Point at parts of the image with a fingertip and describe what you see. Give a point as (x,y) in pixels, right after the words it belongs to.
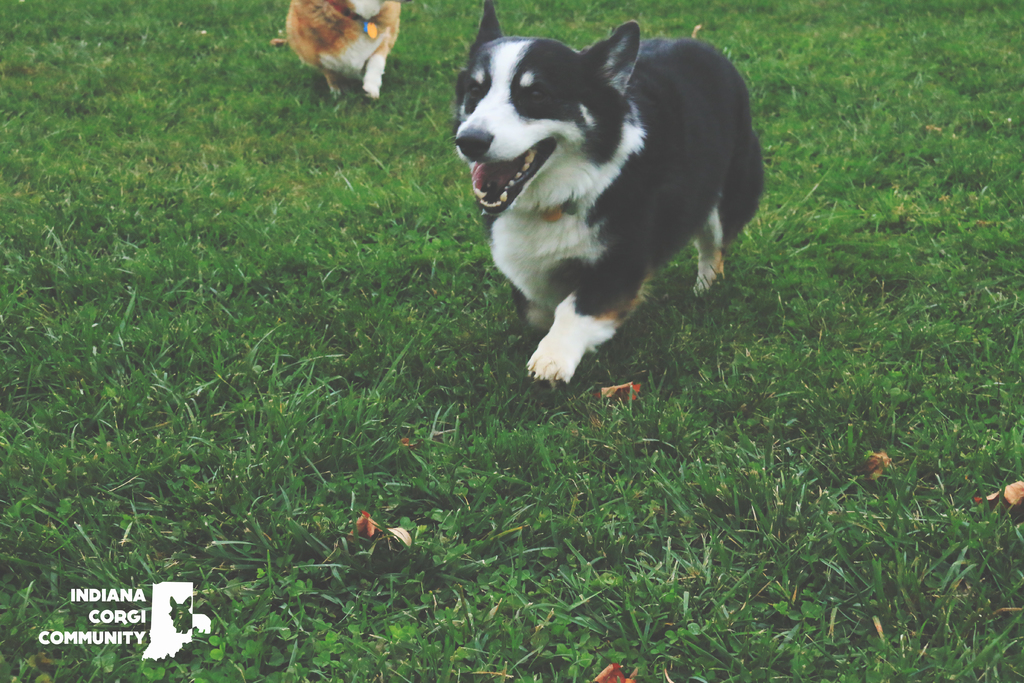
In this image, we can see a dog (584,192) is running on the grass (530,463). Top of the image (346,29), we can see an animal (358,55). Left side (168,601) bottom, there is a watermark (149,613) and icon (151,623) in the image.
